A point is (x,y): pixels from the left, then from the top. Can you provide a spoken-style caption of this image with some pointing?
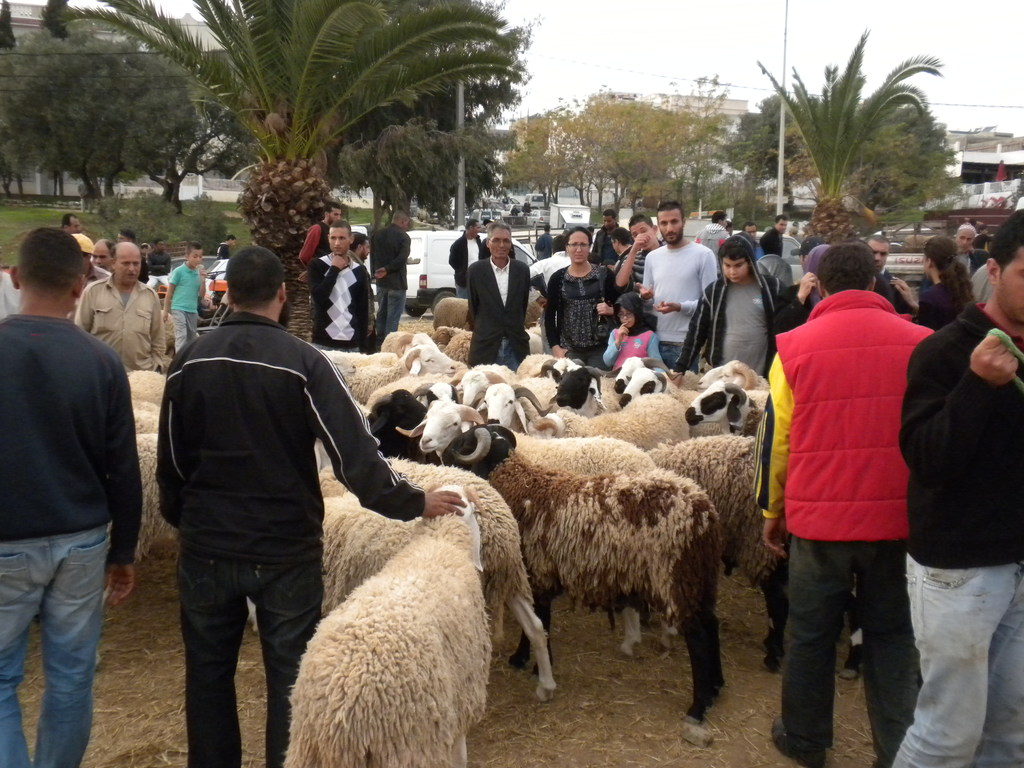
In this image there are some sheeps (495,420) in middle of this image (391,420) and there are some persons (621,333) standing around to these sheeps (501,528). There are some trees (478,175) in the background (867,179) and there is a sky (626,62) on the top of this image (674,27).
